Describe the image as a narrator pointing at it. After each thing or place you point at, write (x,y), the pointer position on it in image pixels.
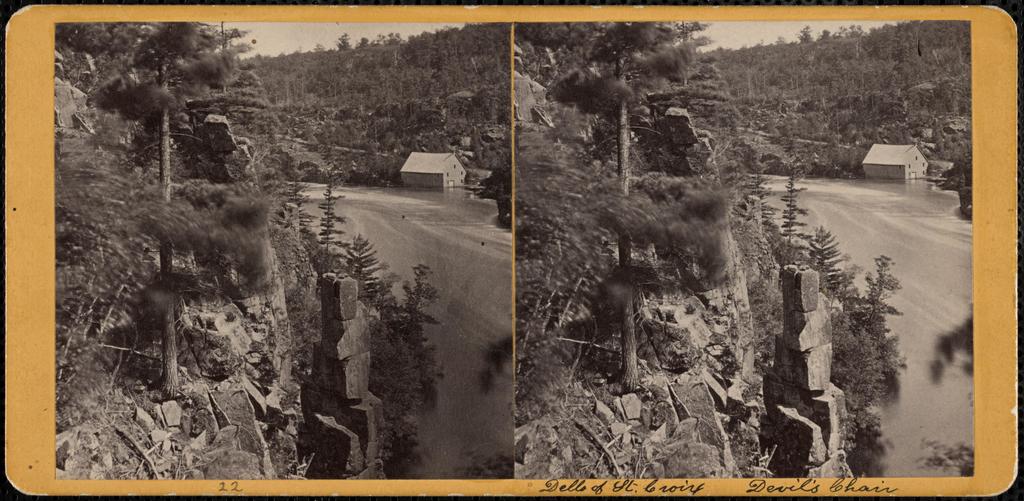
In this image we can see a collage of black and white pictures. In which we can see a building (916,150) with windows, a group of trees (374,303) and some rocks (469,152). At the top of the image (296,38) we can see the sky (300,37).
